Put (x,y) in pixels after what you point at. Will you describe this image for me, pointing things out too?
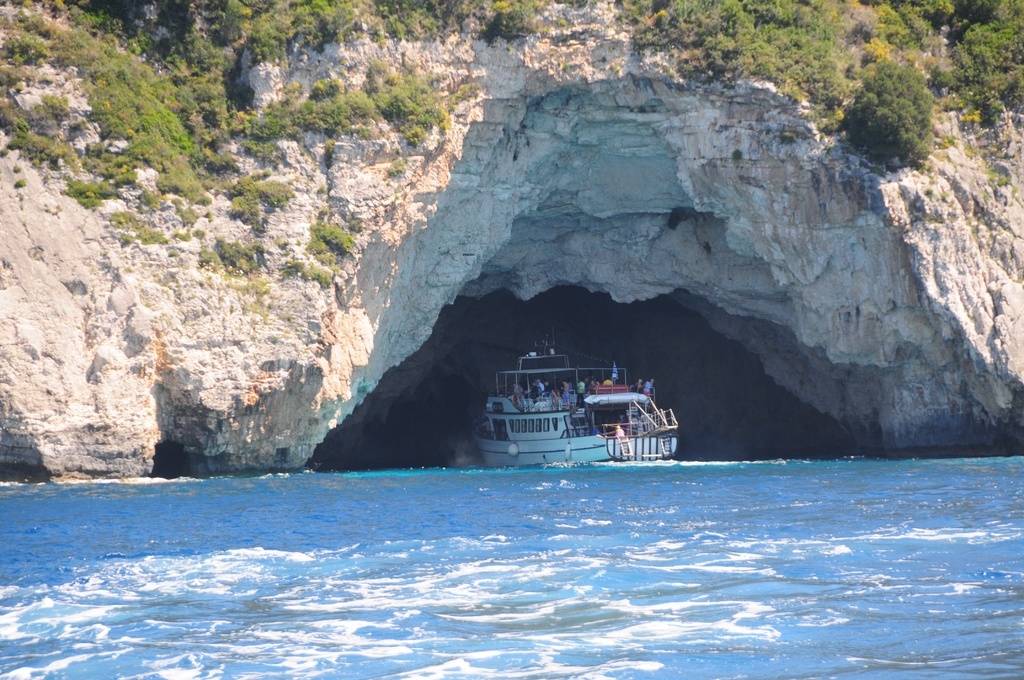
In this picture we can see water (624,620) at the bottom (638,606), there is a boat (573,452) here, we can see some plants (739,39) here.
